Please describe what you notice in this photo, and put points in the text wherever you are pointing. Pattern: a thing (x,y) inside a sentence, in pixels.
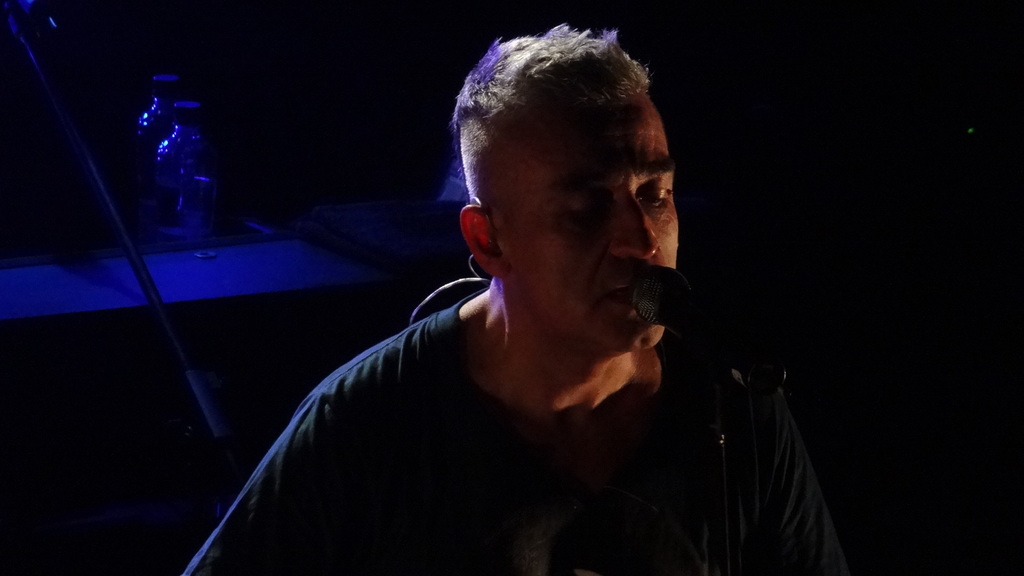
In this picture we can see a man (606,400) here, there is a microphone (699,334) in front of him, he is speaking something, in the background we can see a bottle (169,178).
